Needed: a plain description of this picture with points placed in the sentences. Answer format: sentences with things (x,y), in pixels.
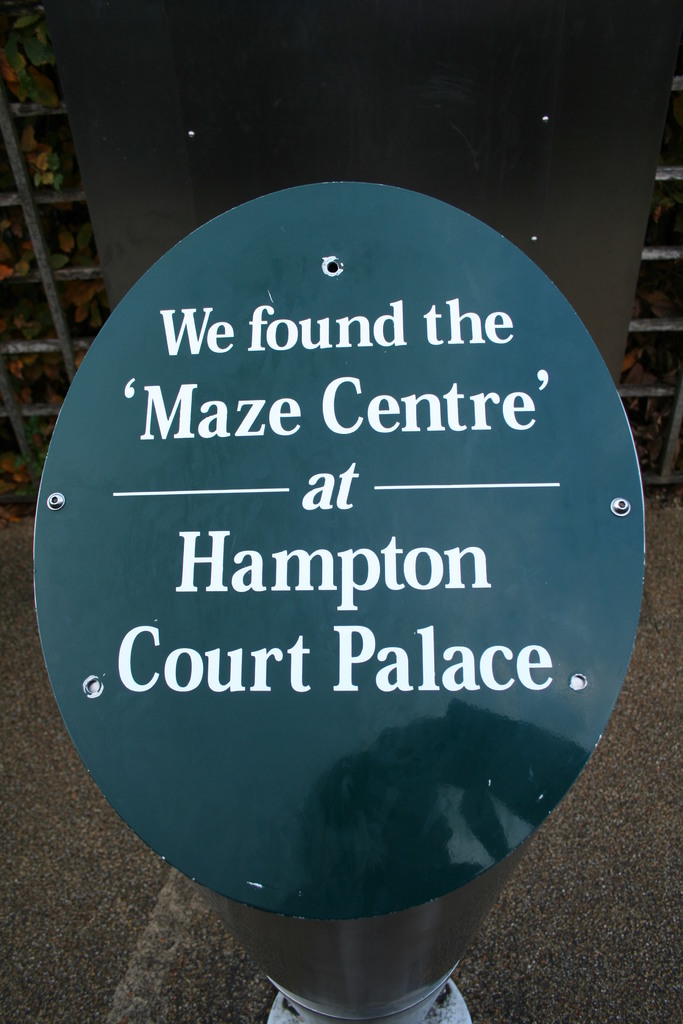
In this picture there is a pole (515,339) in the foreground (368,773) and there is a text (386,382) on the pole (396,708). At the back (8,426) there are plants (657,334) in the shelves (65,322). At the bottom (90,901) there is a road (609,915).
